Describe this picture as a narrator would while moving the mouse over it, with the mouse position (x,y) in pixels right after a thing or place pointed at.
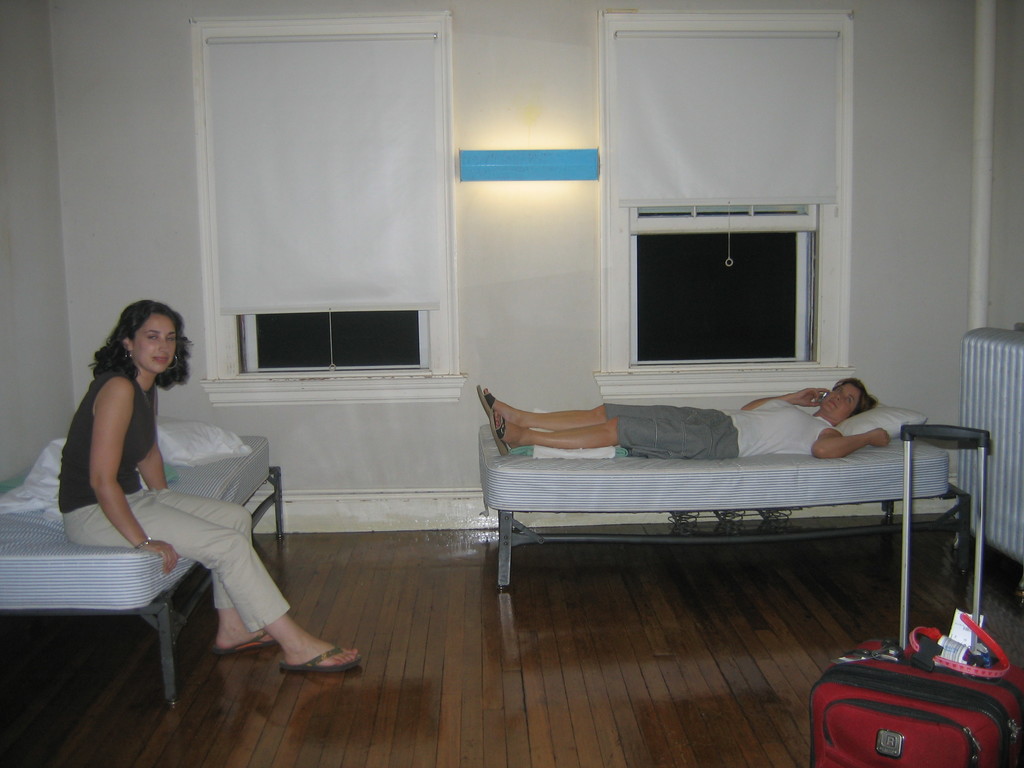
In the image we can see there is a person (796,425) who is lying on the bed (487,443) another woman (142,321) is sitting on the bed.
